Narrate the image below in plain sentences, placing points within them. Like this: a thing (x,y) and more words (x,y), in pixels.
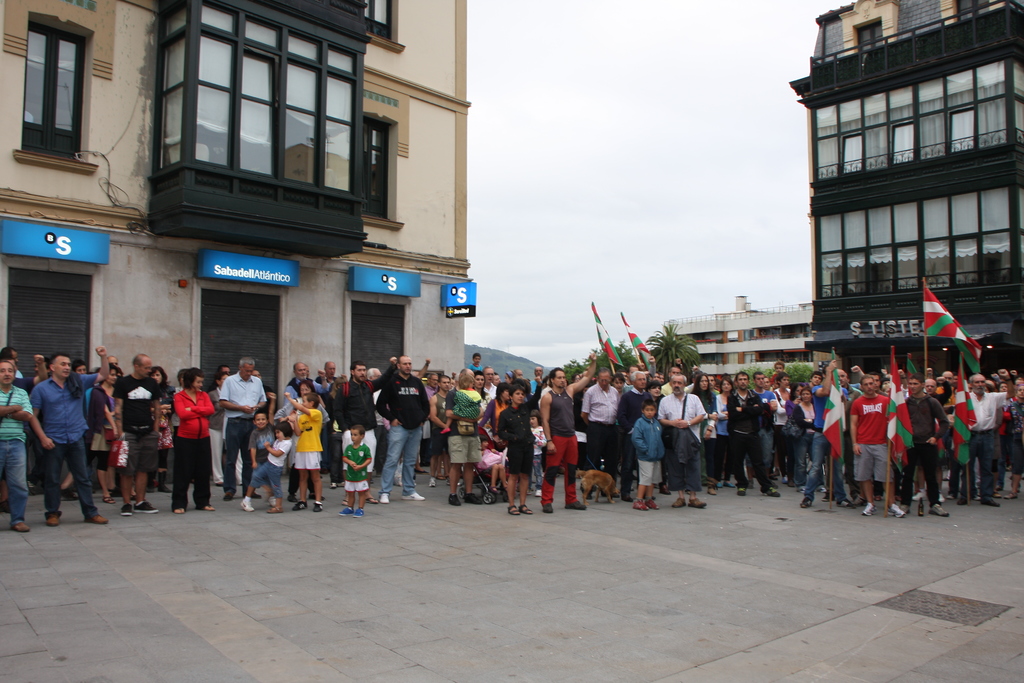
In this picture we can see group of people (659,445), few people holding flags (639,351), behind them we can see few buildings (325,270), hoardings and trees (683,354).
